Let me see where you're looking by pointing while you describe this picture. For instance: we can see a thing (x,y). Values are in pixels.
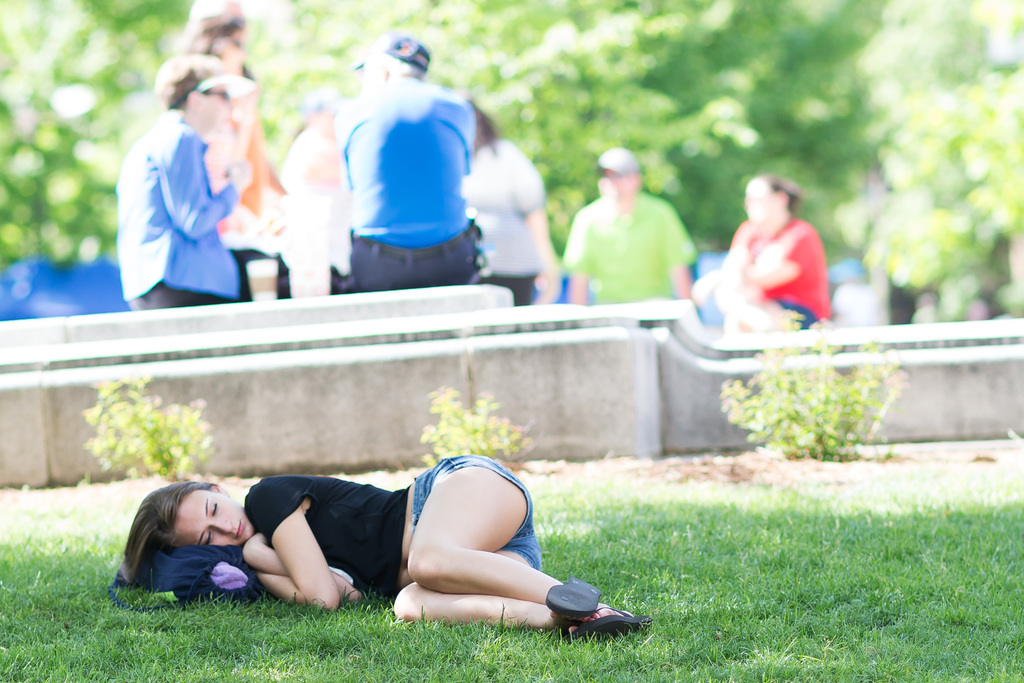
In the foreground of the image (92,514) there is a lady (308,496) sleeping on the grass (412,644). In the background of the image (421,242) there are people (432,254). There are trees (347,48). In the center of the image (432,448) there are plants (779,392).
